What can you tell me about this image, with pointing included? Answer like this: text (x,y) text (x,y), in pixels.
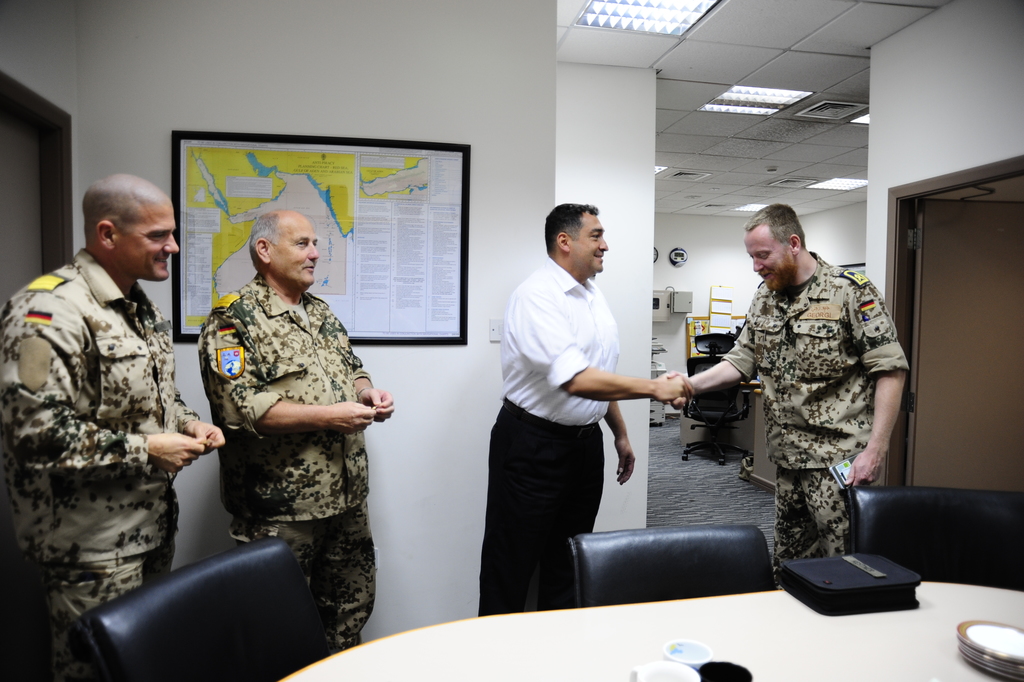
This is an inside view of a room (660,508). Here I can see four men (79,408) are standing. The two men (769,363) who are standing on the right (786,334), they are shaking their hands (667,390) and smiling. The other two men (227,374) are smiling and looking at these men (731,355). At the bottom of the image (672,639) there is a table (660,651) on which few objects (727,666) are placed. Beside the table (362,650) there are three chairs (654,570). On the right side (947,336) there is a door (954,357) to the wall (941,98). At the back of these people (269,369) a frame (394,195) is attached to the wall (500,71). In the background (706,358), I can see few objects (720,353) on the floor (668,433). At the top (652,22) there are few lights (638,17) to the roof (763,27).
